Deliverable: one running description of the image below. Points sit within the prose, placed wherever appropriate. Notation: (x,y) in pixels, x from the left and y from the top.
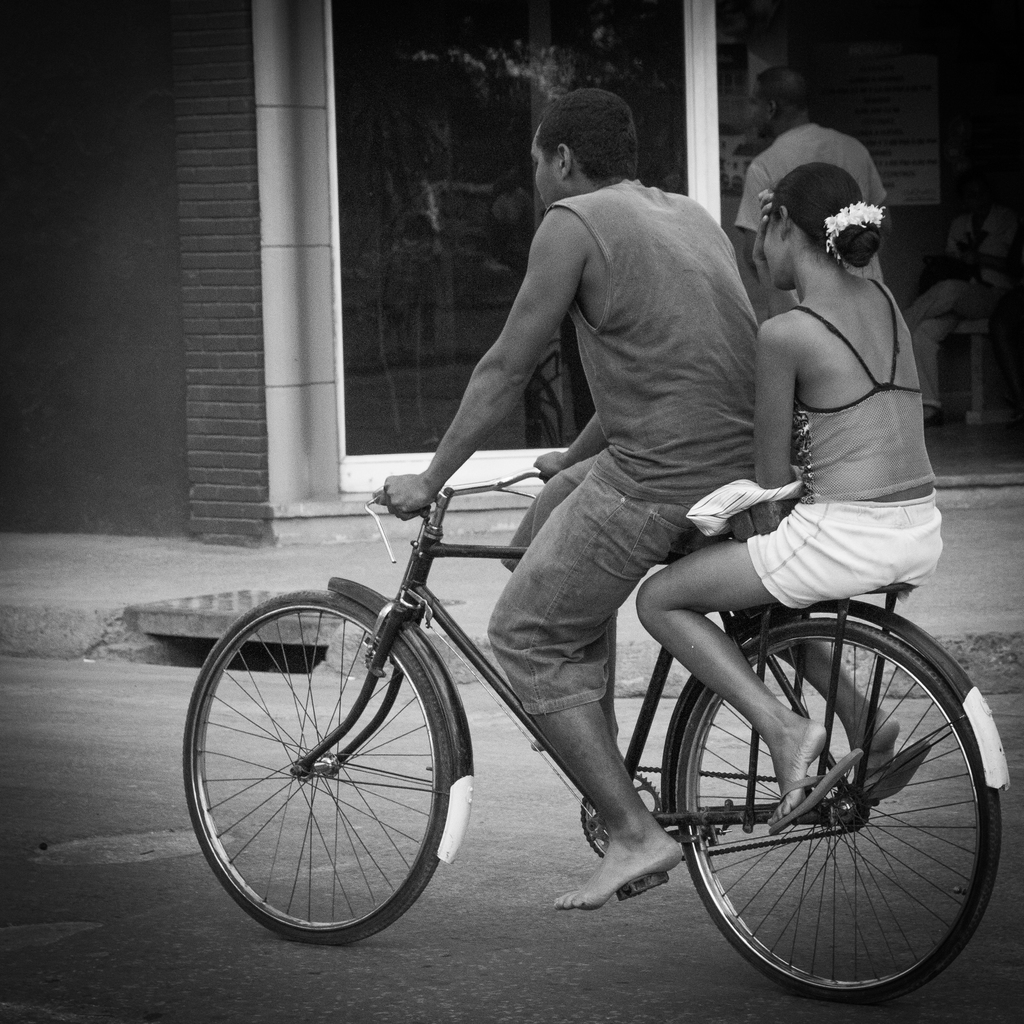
In this image there are two persons (674,258), one woman (765,278) and one man (657,462). Man (668,306) is riding a bicycle (671,815) and woman (831,509) is sitting behind him. In the background (790,108) there is a store (679,74) and another person (784,74) is moving.
